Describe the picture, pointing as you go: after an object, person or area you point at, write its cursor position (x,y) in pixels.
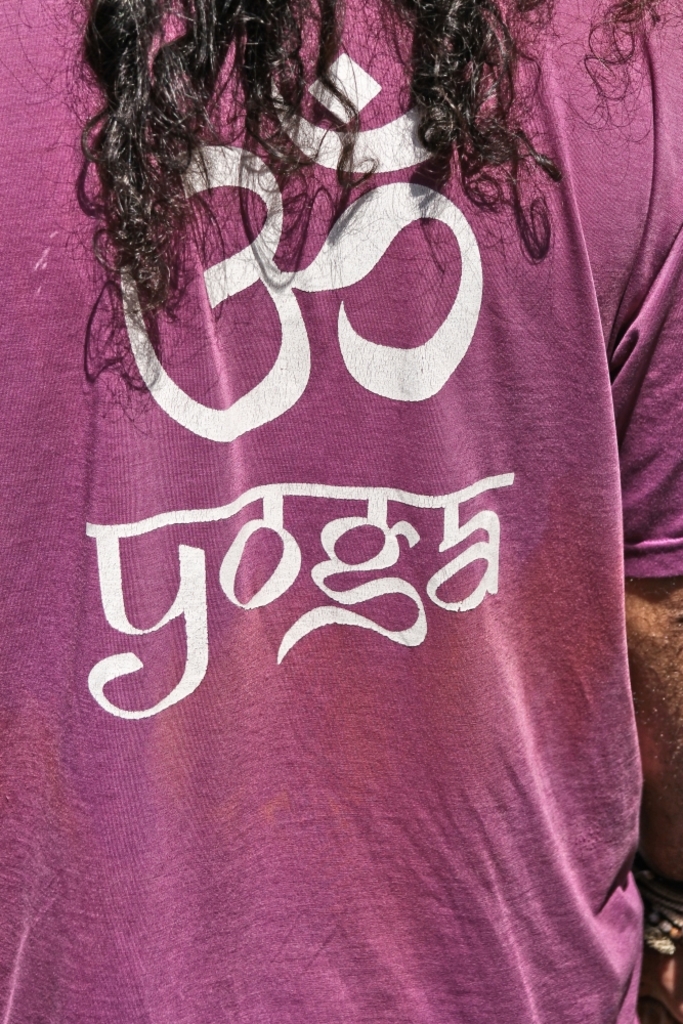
In the foreground of this picture (297,777), there is a person (337,685) in pink T shirt (370,696) having text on it as "YOGA" and a symbol (342,328). We can see hairs (228,33) on the top (135,182).
